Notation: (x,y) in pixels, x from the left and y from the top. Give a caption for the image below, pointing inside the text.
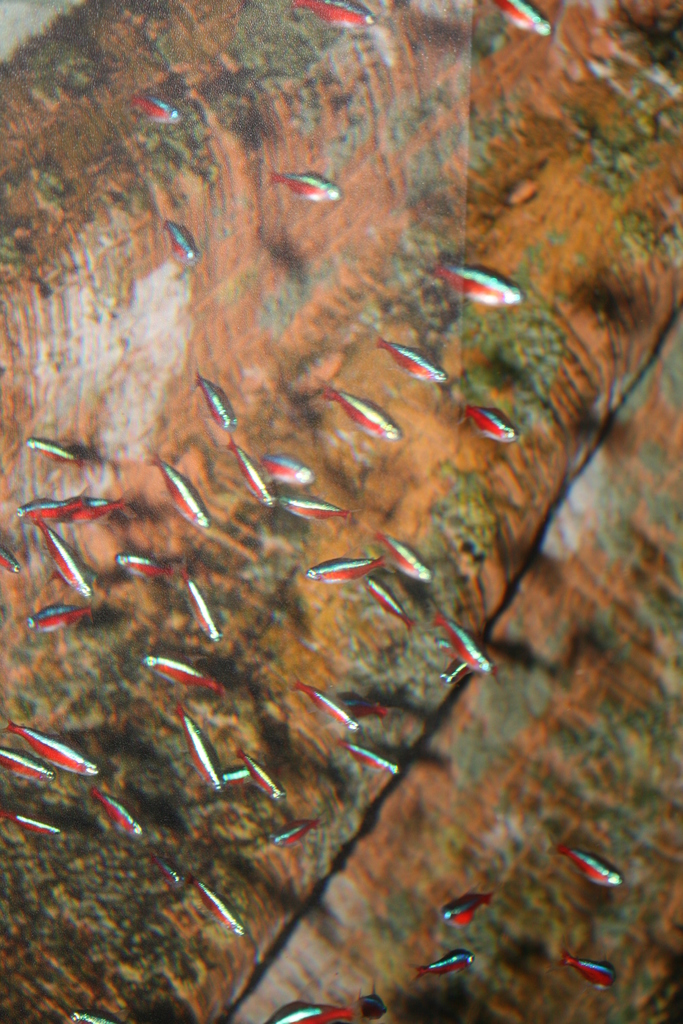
In this image we can see fish (297,477) in the water (271,842). In the background (591,316) there is an object (540,310).
